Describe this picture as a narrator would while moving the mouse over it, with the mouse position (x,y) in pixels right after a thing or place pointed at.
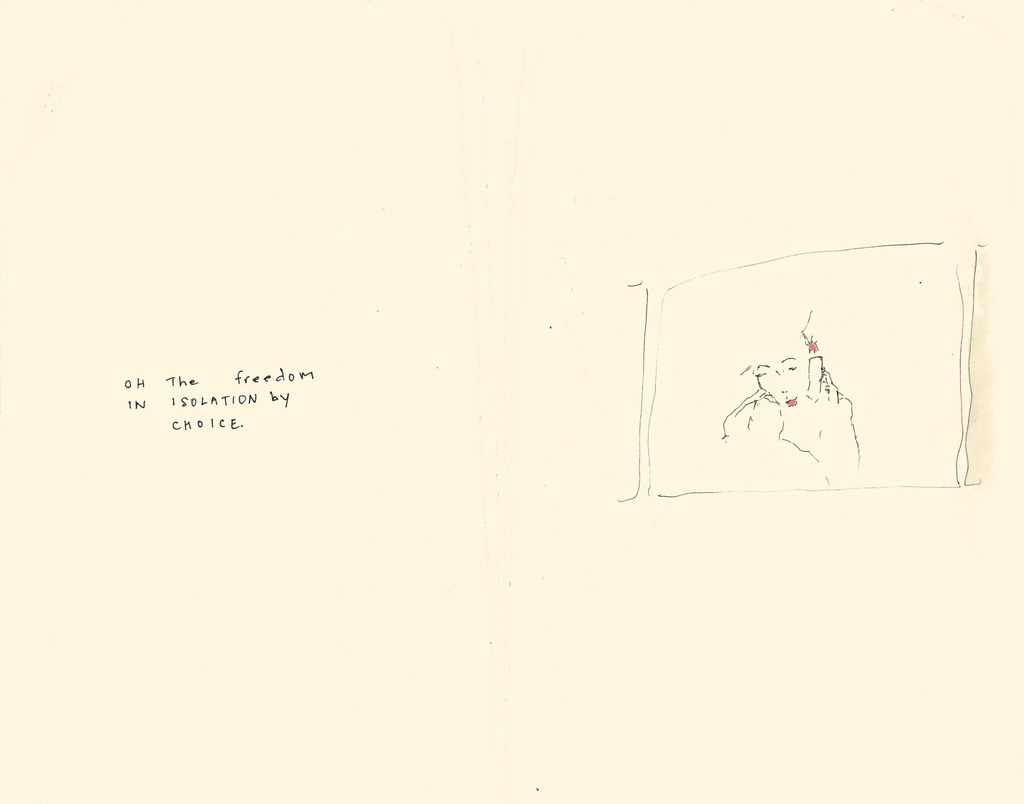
In this image there is a white surface (497,541) on which there is a drawing (755,451) and text (239,397) written on it.
